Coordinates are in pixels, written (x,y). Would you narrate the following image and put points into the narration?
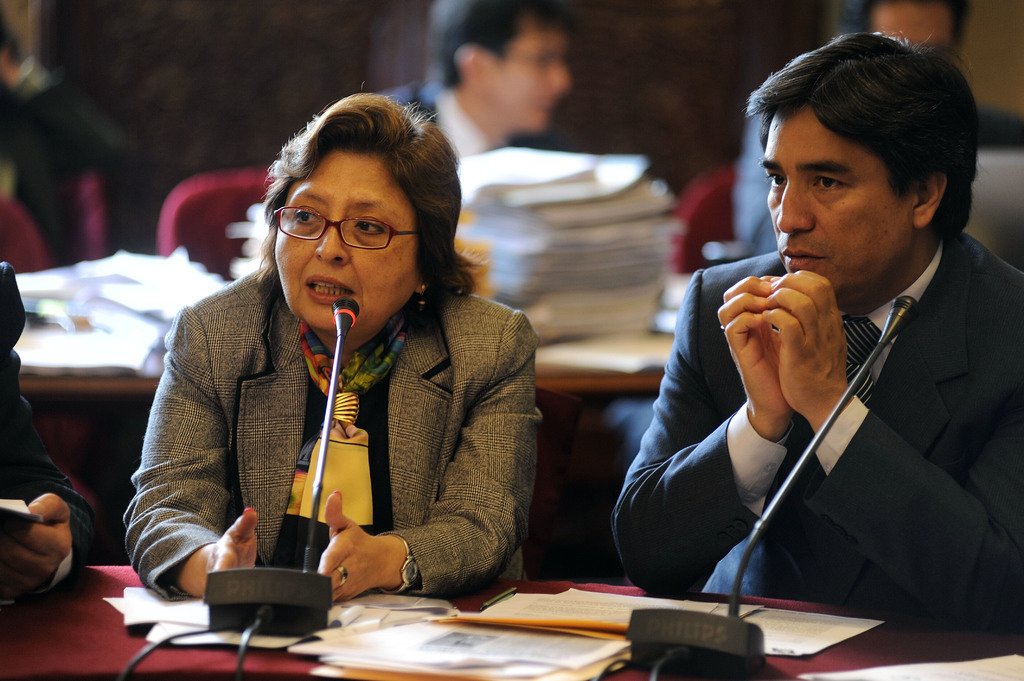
In front of the picture, we see a man (774,351) and the women (457,385) are sitting on the chairs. The woman (429,386) is talking on the microphone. In front of them, we see a table (75,624) on which the papers (340,629), books (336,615) and microphones (717,675) are placed. Behind them, we see a table (630,379) on which the papers (552,247) and books (603,237) are placed. Behind that, we see two men (503,124) are sitting on the chairs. In the background (328,70), we see a wall (662,61). On the left side (19,468), we see two men (33,120) are sitting on the chairs (16,256). This picture is blurred in the background (656,194).
